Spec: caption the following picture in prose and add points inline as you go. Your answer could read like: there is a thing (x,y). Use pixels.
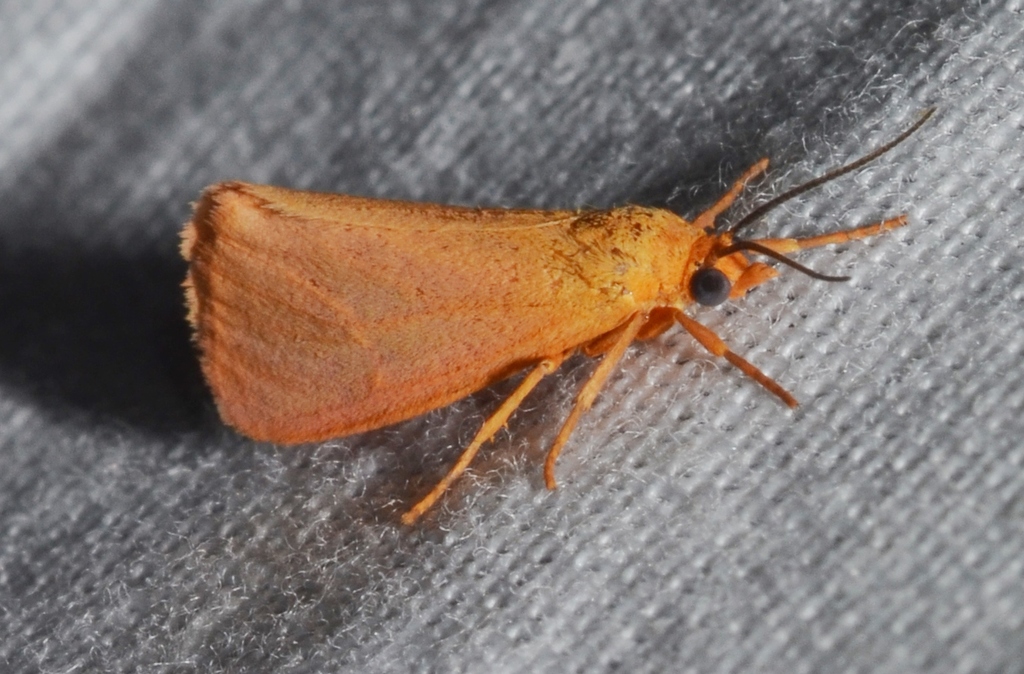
In this we can see an insect (404,334) on a platform (861,124).
